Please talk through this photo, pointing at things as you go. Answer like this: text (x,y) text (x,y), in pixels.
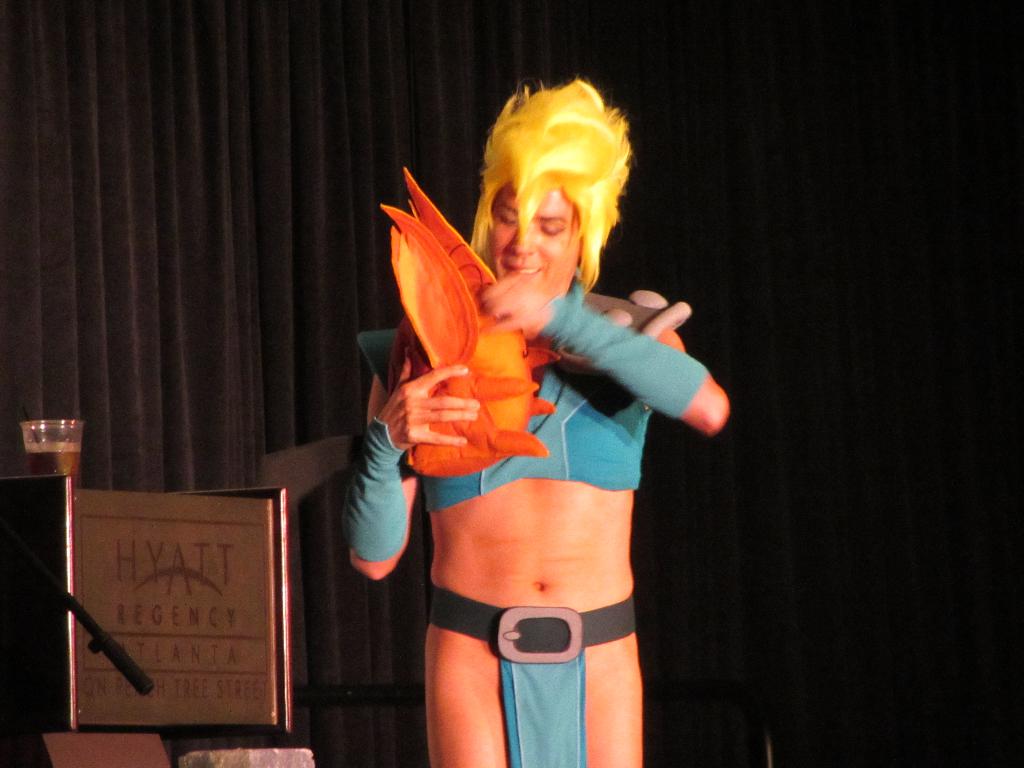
In the center of the picture (528,279) there is a person (526,236) standing. On the left (220,607) there is a glass (40,443) and there are other objects (181,539). In the background (259,103) it is curtain (328,185).
